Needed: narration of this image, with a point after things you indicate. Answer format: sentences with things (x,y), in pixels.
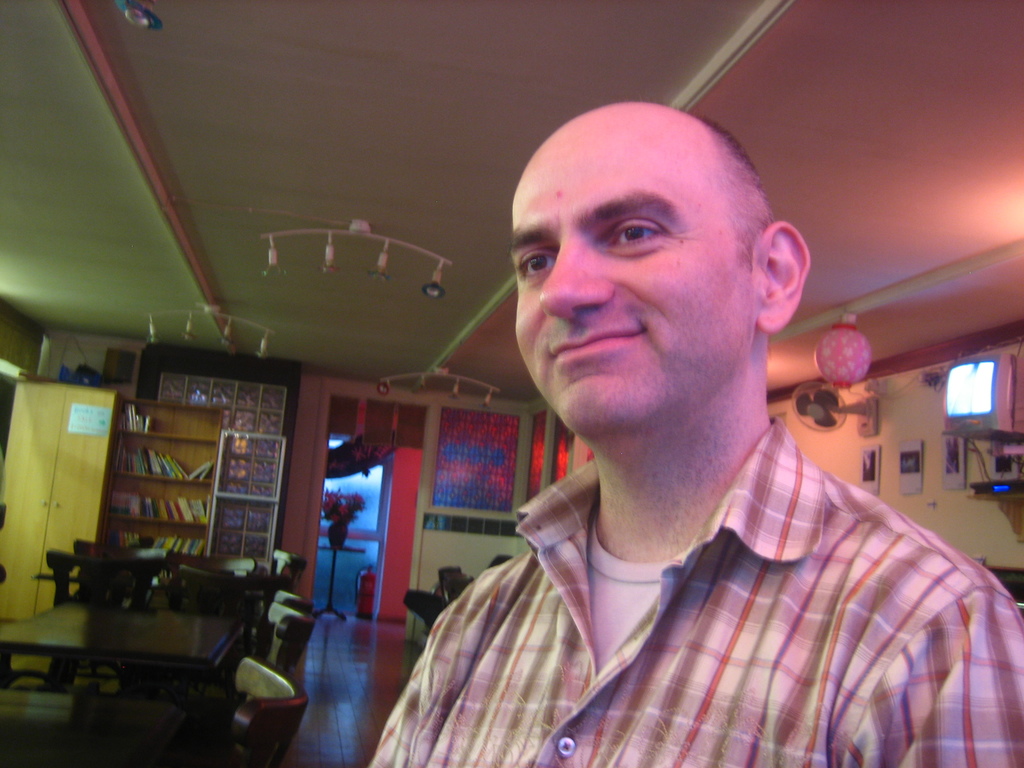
In the image we can see there is a man (630,277) who is standing in front of the image and behind him there is shelf (198,425) in which the books (161,454), table (211,634) and chair (267,678) and at the back (352,507) on the table (332,577) there is a vase (335,540) in which flowers (345,519) are kept.
